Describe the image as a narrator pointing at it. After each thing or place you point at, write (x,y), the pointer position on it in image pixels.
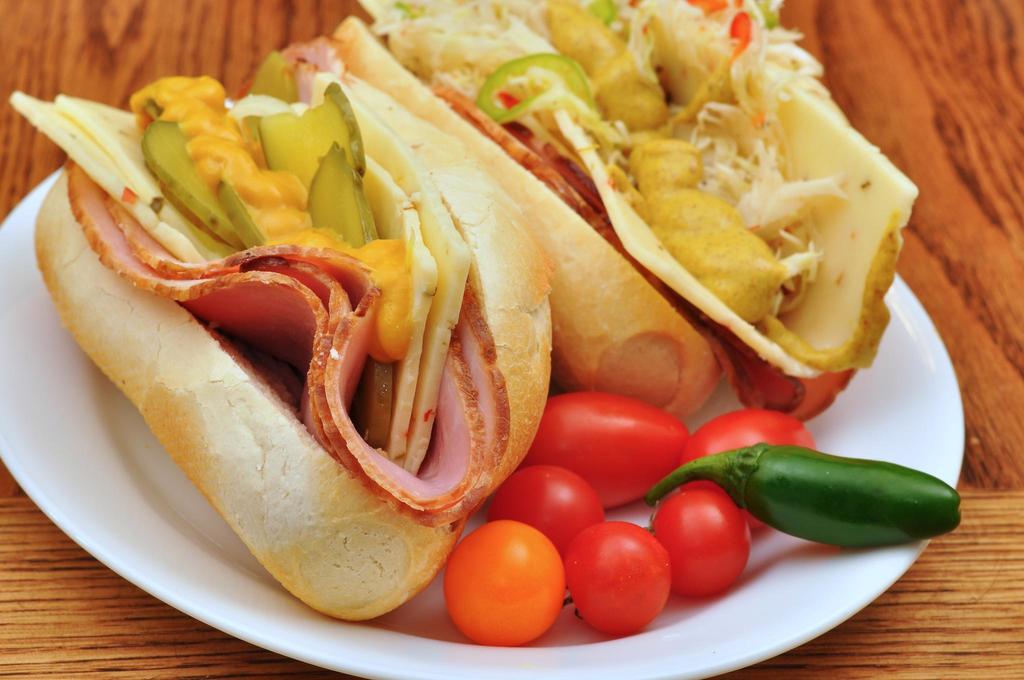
In this image we can see a serving plate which consists of food (733,341) on it and is placed on the table (208,62).
